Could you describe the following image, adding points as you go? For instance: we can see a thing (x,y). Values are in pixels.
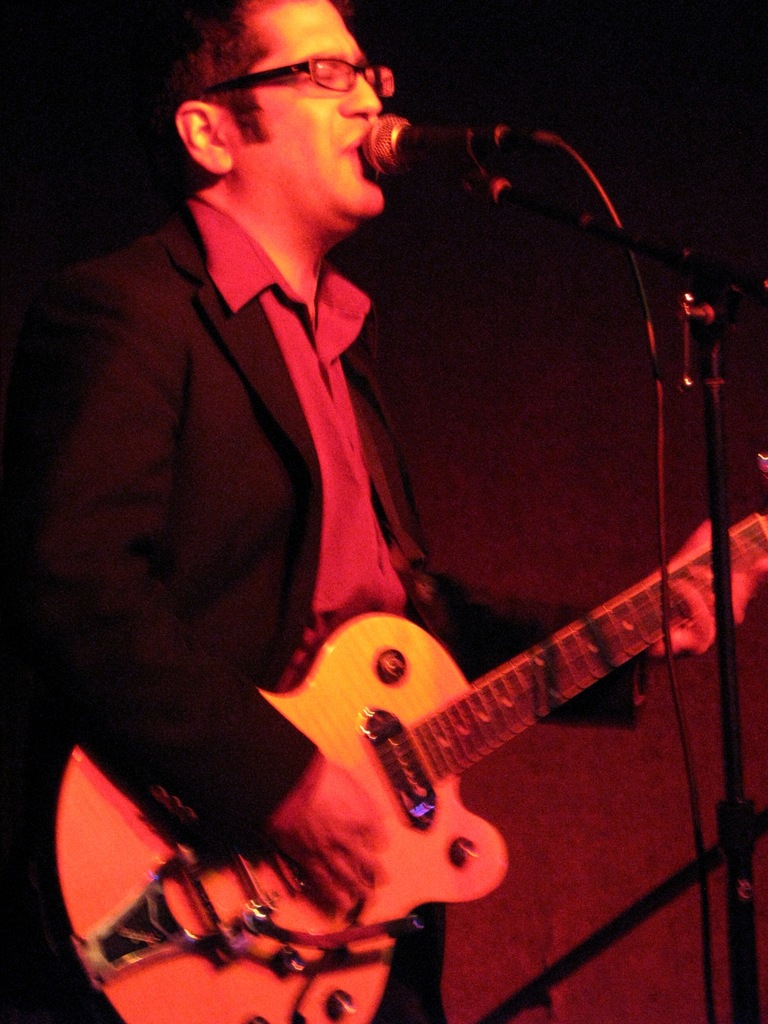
This picture shows a man (95,655) playing a guitar (438,707) and singing with the help of a microphone (409,144).
